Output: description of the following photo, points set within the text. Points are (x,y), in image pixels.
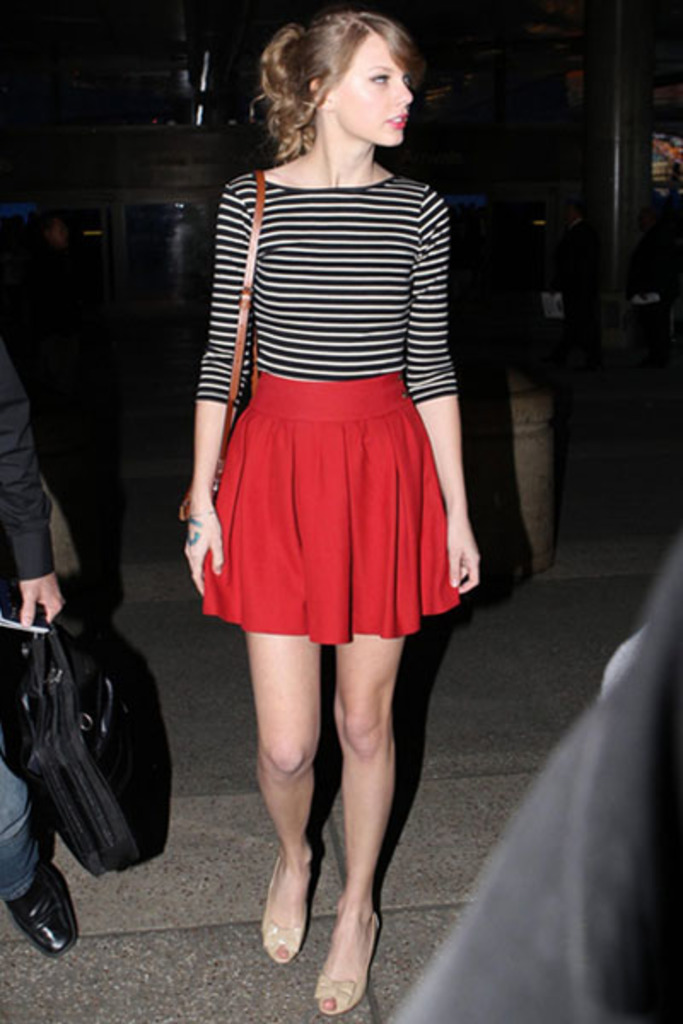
In this image in the center (296,502) there is one woman (247,435) who is walking, and on the left side (45,599) there is another person (34,490) who is holding a bag (110,712). At the bottom (476,777) there is a walkway (483,770), and in the background (622,102) there are some objects (93,265) and in the bottom right hand corner (531,882) there is some object (535,896).
